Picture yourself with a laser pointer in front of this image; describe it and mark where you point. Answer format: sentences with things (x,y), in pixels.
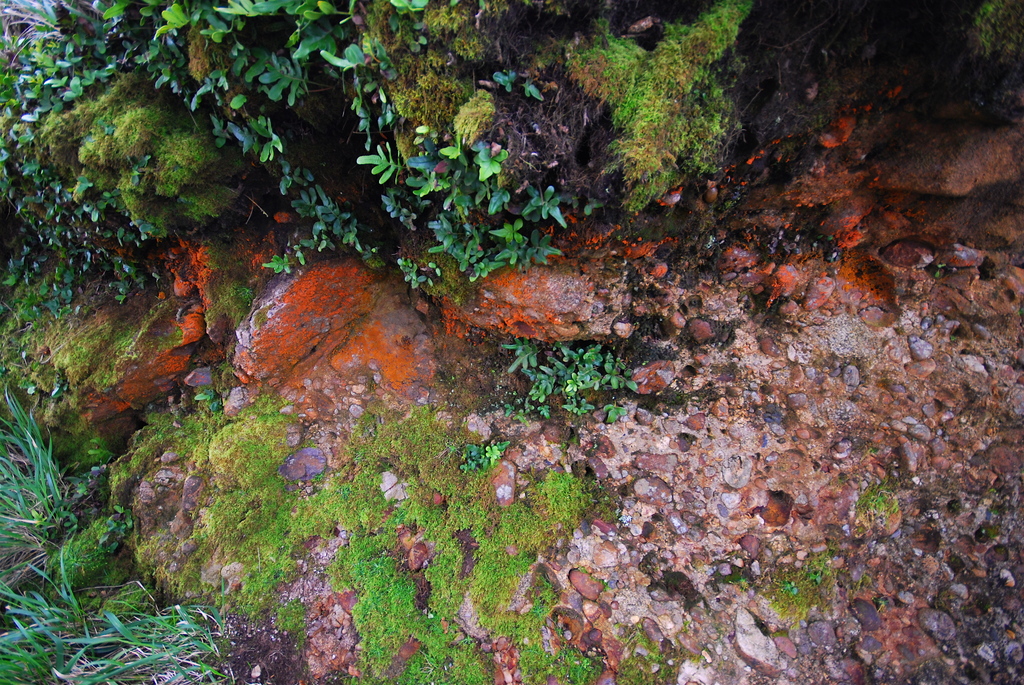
In this picture we can see plants (437,234), grass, stones (780,534) and rocks (326,439).
